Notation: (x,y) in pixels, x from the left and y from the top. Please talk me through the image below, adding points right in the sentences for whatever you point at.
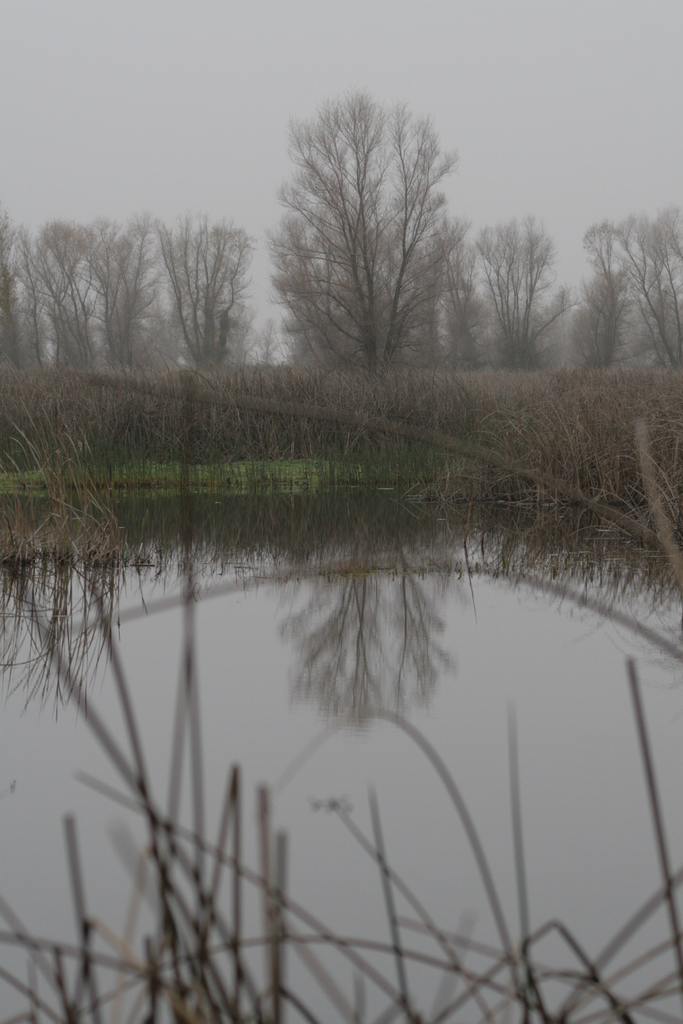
In this image, there is an outside view. In the foreground (565,677), there is a lake (249,636). There are some tree (350,213) in the middle of the image (339,364). In the background (339,15), there is a sky (513,116).
